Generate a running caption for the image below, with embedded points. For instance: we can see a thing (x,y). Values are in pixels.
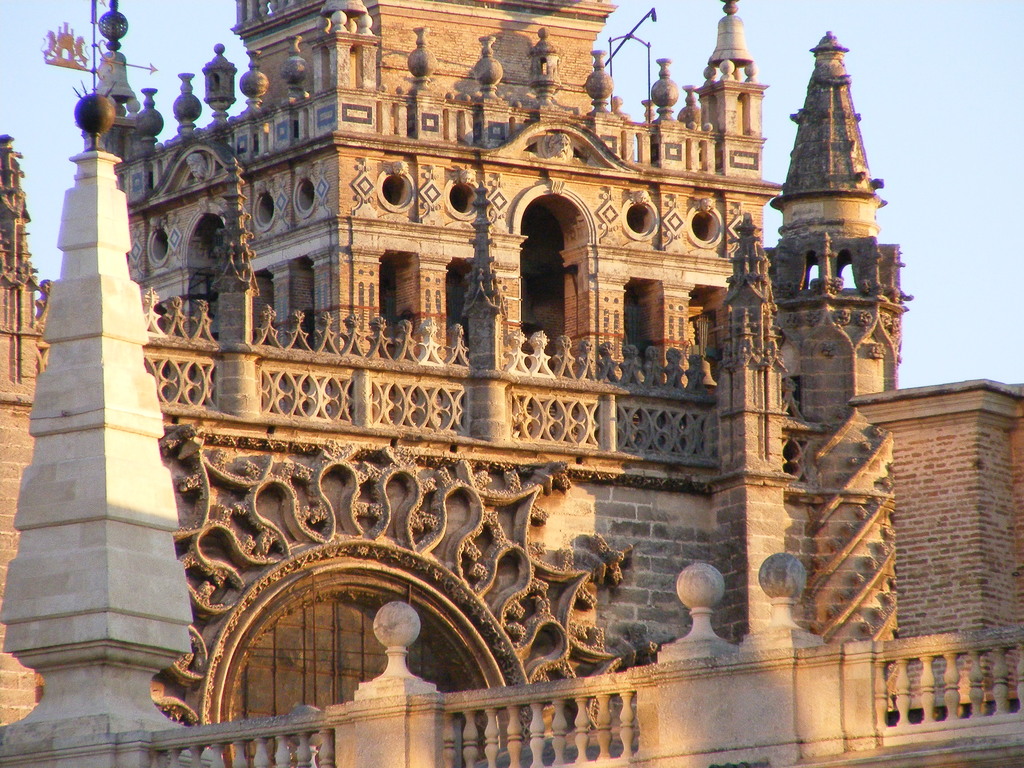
In this picture I can see the castle (496,351).
